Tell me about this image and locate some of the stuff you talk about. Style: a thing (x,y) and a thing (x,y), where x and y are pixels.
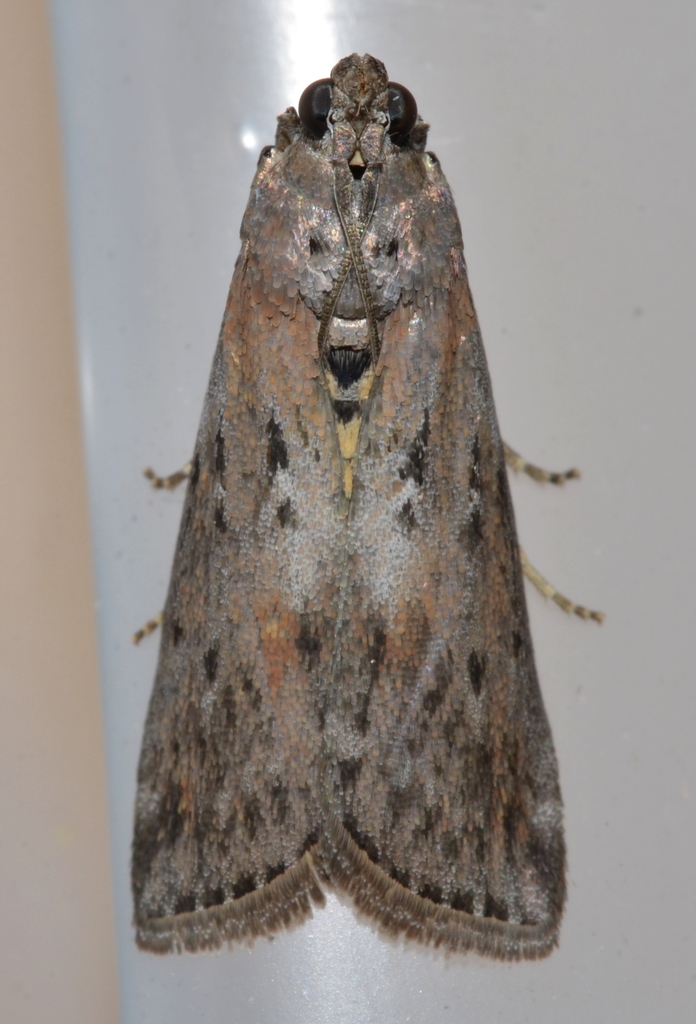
In this image, I can see an insect (248,501) named brown house moth (344,454), which is on a white color object (170,205).
